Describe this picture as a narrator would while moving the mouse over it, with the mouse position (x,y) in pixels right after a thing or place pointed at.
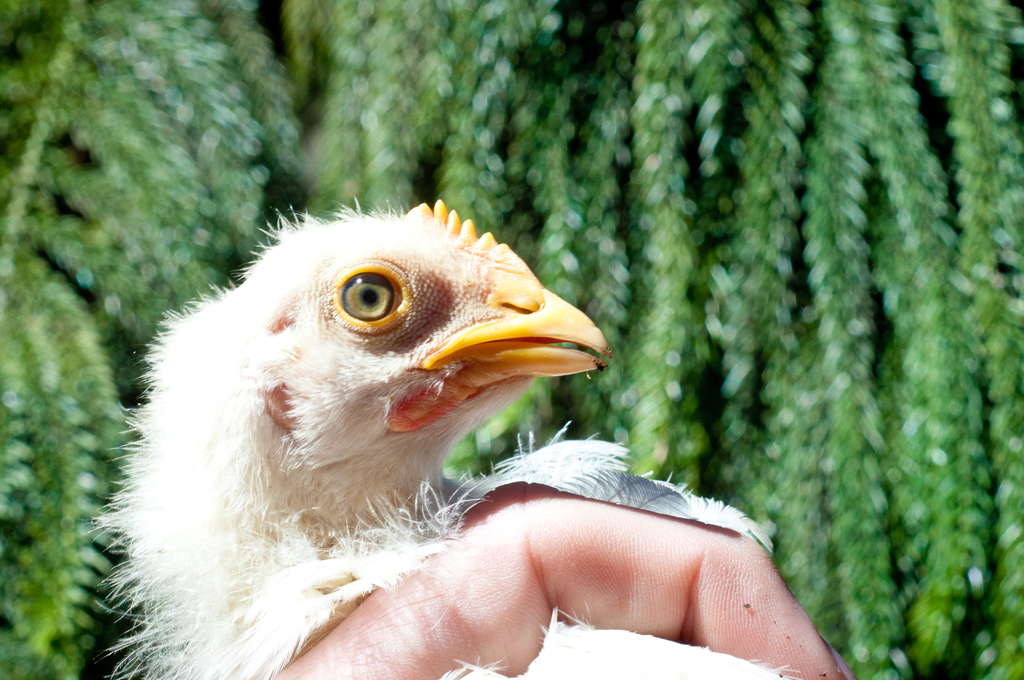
In the foreground of this image (440,555), it seems like there is a bird (267,470) and at the bottom (532,618), there is a finger (666,586) of a person (496,644). In the background (478,106), there is greenery (428,110).
